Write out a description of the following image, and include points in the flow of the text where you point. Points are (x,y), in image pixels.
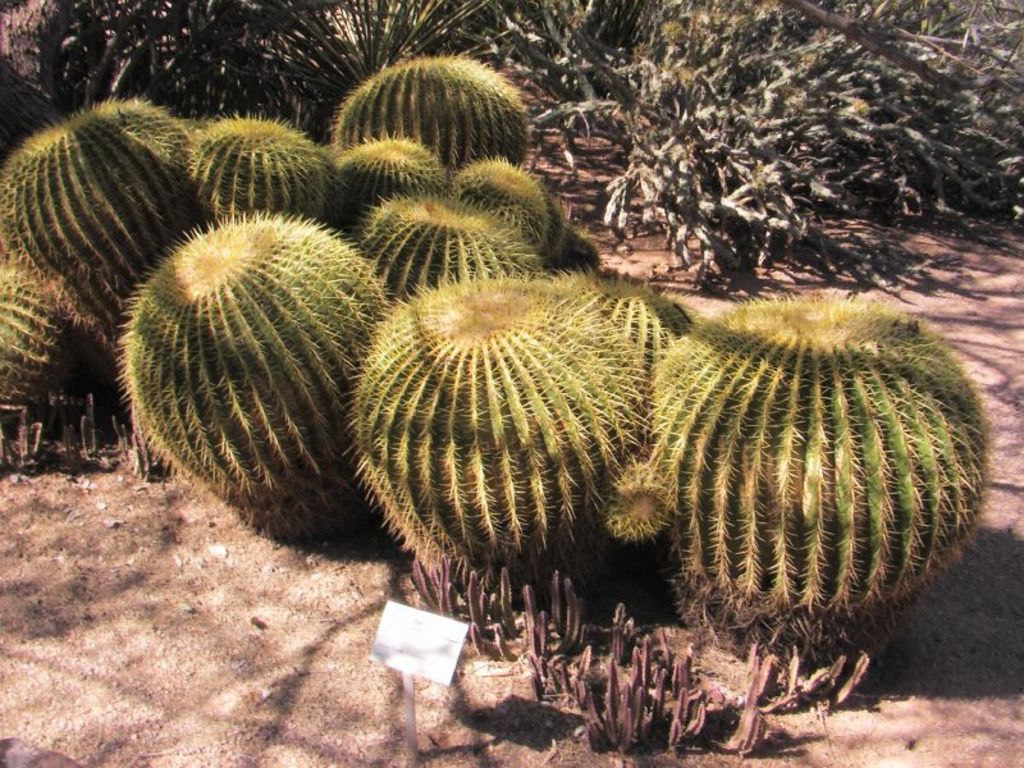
In this image we can see different types of plants (734,315) on the ground (359,565) and a name board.
